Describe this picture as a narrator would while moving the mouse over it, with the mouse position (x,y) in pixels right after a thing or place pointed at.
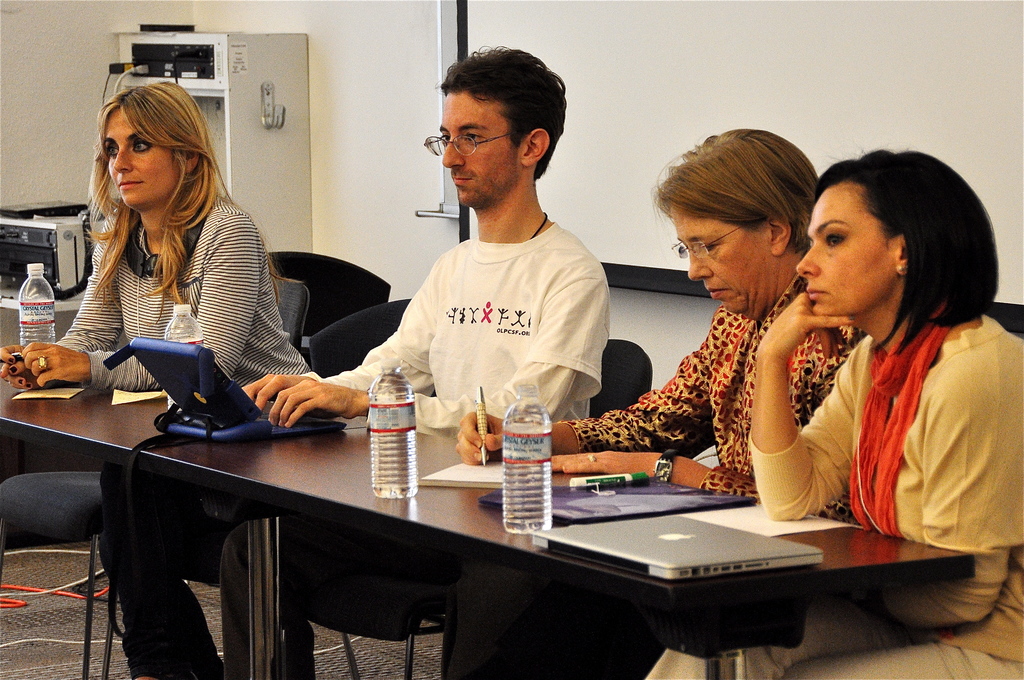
In this picture we can see four people (475,305) one man (466,296) and three women (212,260) sitting in front of a table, there is a laptop (692,557) on the table (432,463) and we can see four water bottles (397,454) here and the man (424,408) sitting is typing in his keyboard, on the background (761,78) we can see projector screen (774,66), on the left side of the image (70,229) we can see a machine (45,239), the woman (758,192) second from the right side (742,284) is writing something in paper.
